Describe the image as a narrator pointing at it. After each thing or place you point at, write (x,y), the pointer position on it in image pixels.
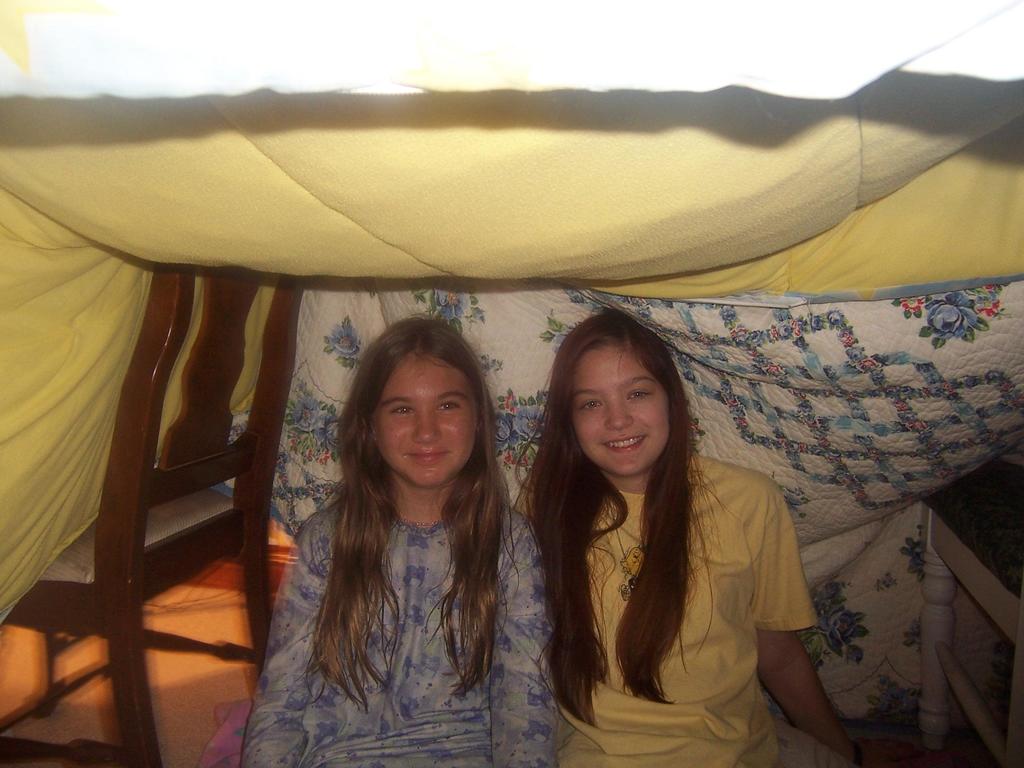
This image is taken in a tent (305,376). At the top of the image (198,154) there is a tent (842,282). In the middle of the image (547,495) two girls (461,629) are sitting on the floor (198,712) and they are with smiling faces (657,425). On the left side of the image (194,460) there is an empty chair (116,633).
